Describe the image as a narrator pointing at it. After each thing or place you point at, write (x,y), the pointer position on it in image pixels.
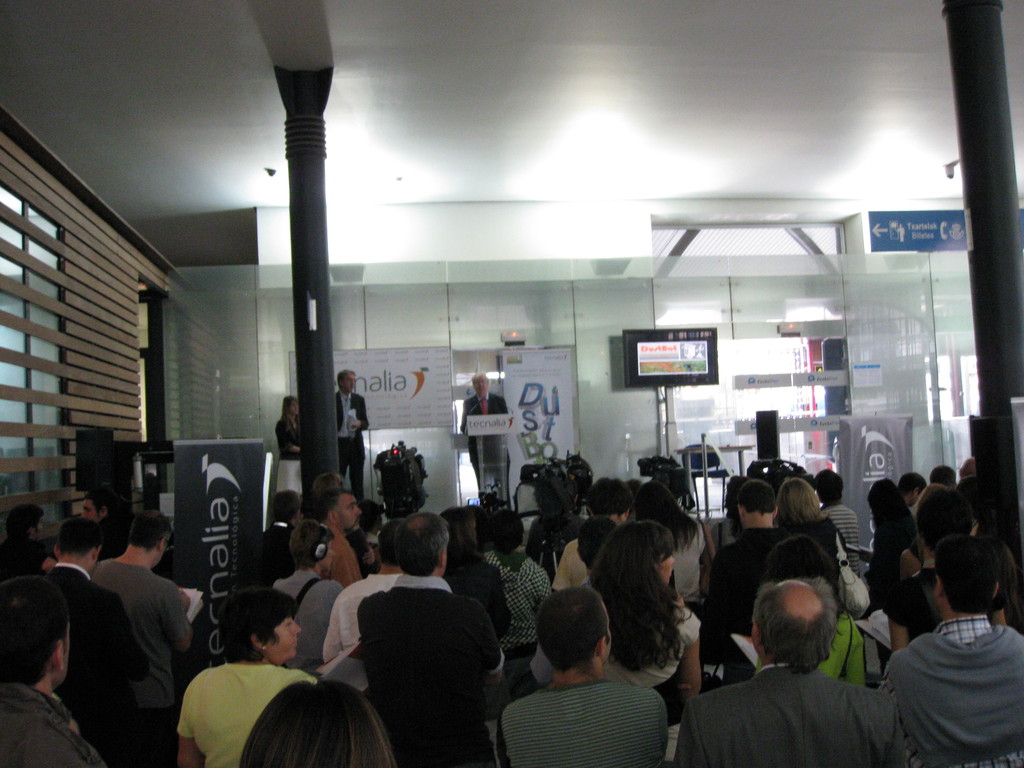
There are groups of people (806,644) standing. These are the video recorders (408,453). I can see a man (472,406) standing near the podium (488,441). This looks like a banner (557,375). I can see the posts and a screen (705,381) attached to the glass (618,317). Here is a chair (712,466).
